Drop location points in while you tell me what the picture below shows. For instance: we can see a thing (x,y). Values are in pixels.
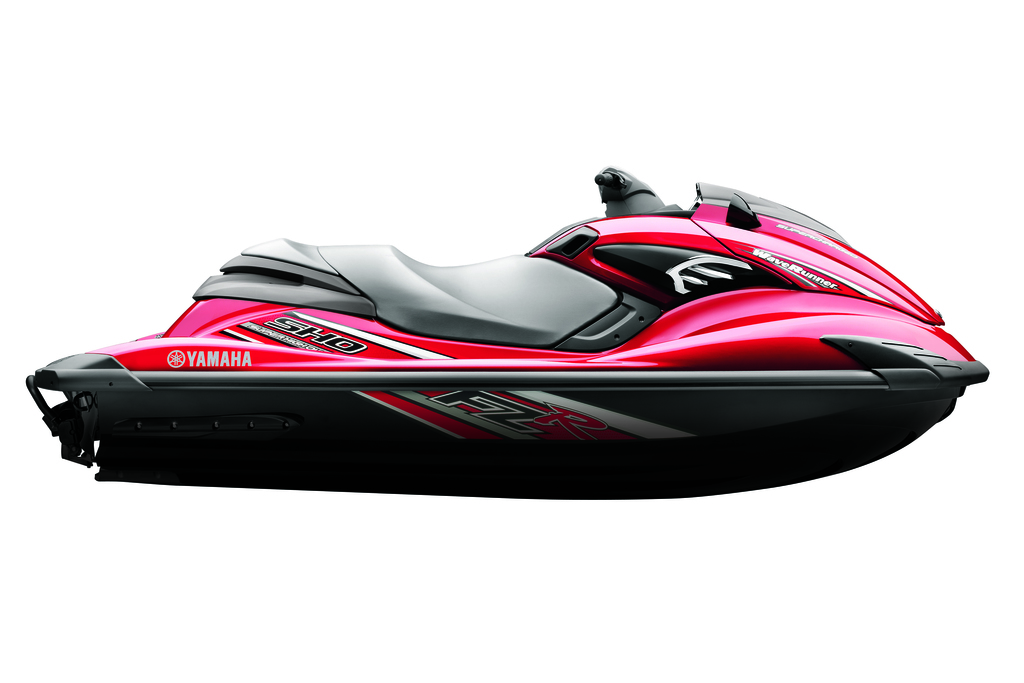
In this image there is a jet ski (627,345), there is text (795,264) on the jet ski (598,321), the background of the image (43,185) is white in color.
